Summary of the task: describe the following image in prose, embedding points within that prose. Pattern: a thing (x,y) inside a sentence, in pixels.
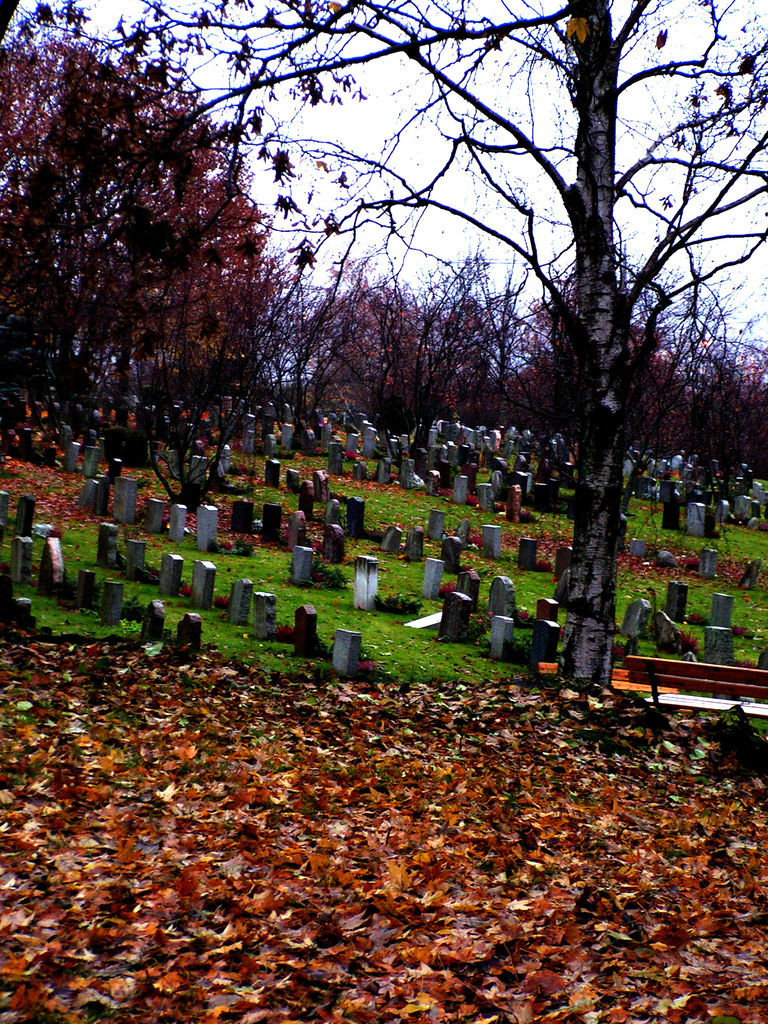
In this image in the front (419,700) there are dry leaves (452,885). In the center (296,539) there are stones (297,525) and there is a dry tree (584,373). In the background (380,366) there are trees (396,349) and there's grass (404,490) on the ground (418,498).
